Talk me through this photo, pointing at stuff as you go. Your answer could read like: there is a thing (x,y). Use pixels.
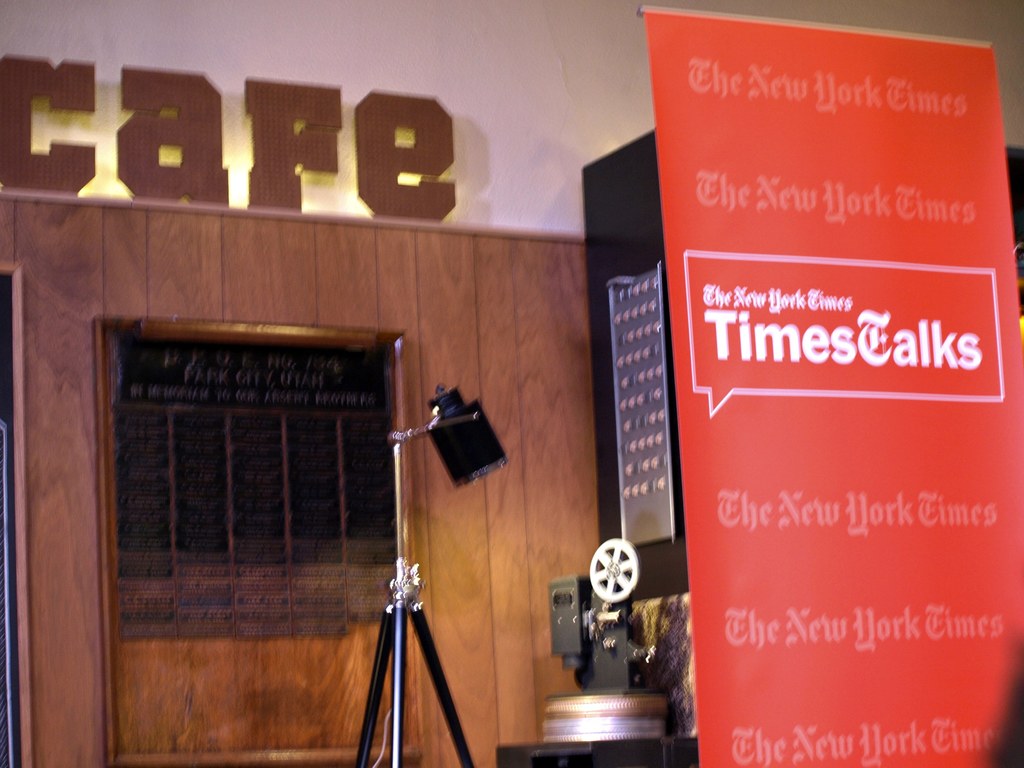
In this picture I can see the banner (703,386) on the right side (811,398). I can see the camera (562,609). I can see the camera stand (406,575). I can see the wooden wall (308,280) in the background (79,383).
